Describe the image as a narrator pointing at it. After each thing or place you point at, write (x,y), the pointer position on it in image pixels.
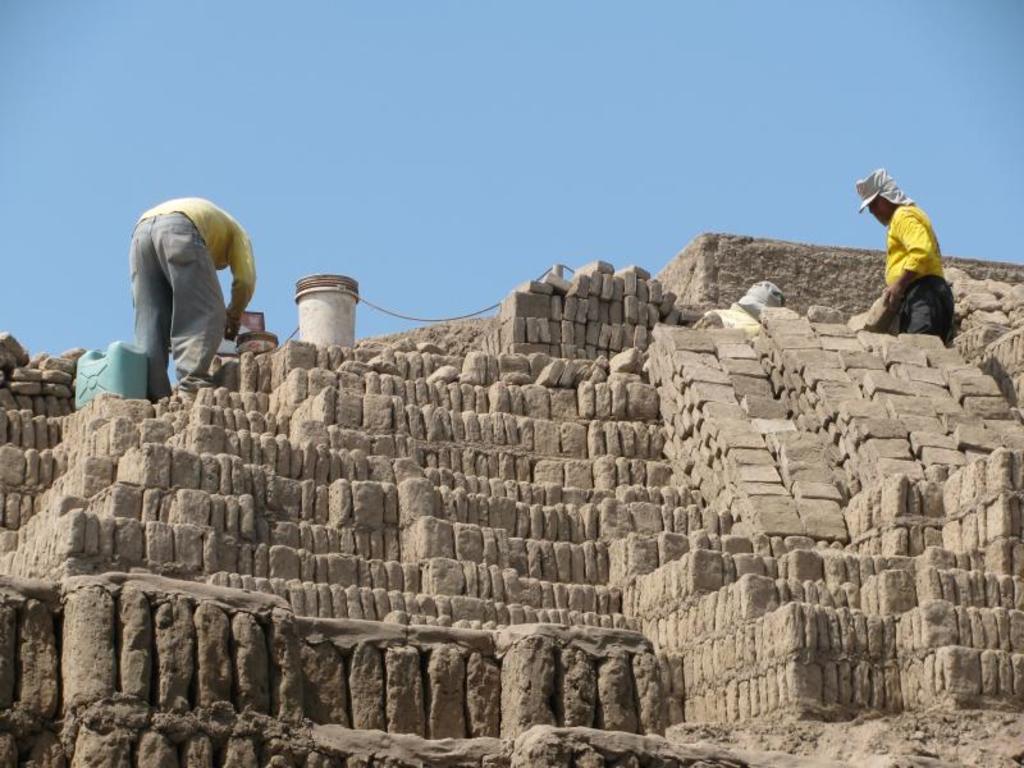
In this image I can see a person (189,338) wearing yellow and grey colored dress (208,266) and another person (897,252) wearing yellow and black colored dress (909,269) are standing and holding few objects (880,306) in their hands (230,319). I can see a blue colored can (102,375) and a white colored bucket (323,327) on the structure (438,497) which is made of bricks (751,453). In the background (474,98) I can see the sky (445,127).
